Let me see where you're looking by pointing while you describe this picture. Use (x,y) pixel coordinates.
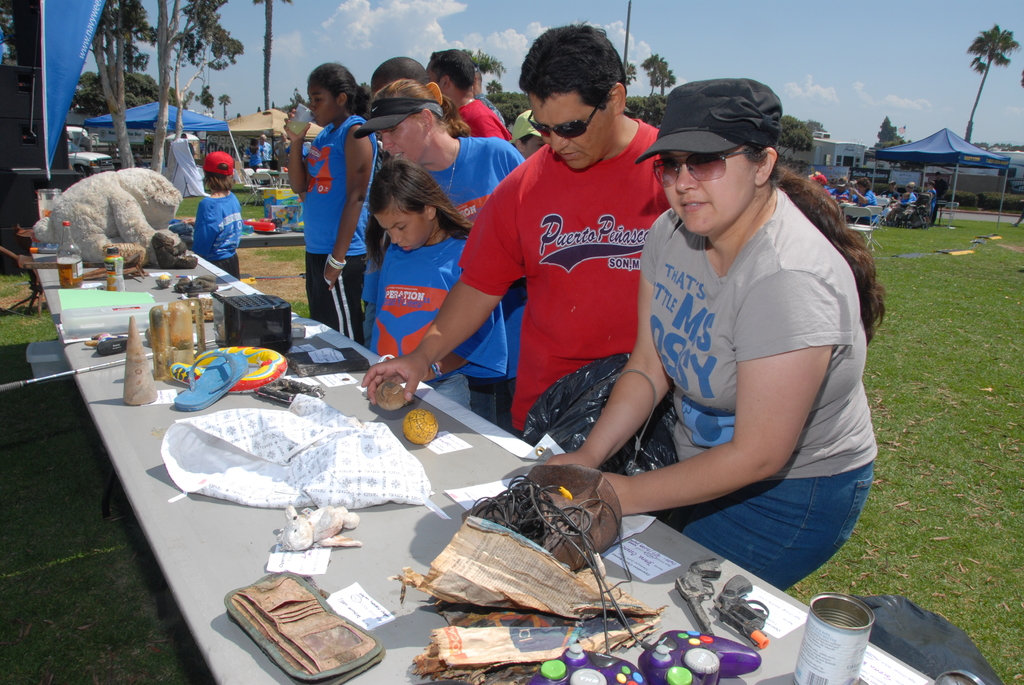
In this picture there are group of people (373,246) standing behind the table (803,609) and holding the objects (667,437). There are bags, bottles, papers (627,544), devices (694,591) and there is a toy (437,422), footwear (198,395) on the table (398,678). At the back (972,150) there are buildings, trees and tents (944,155) and there are group of people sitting and there are tables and chairs (856,215). At the top (893,21) there is sky (803,40) and there are clouds (427,16). At the bottom (982,461) there is grass (982,441).
